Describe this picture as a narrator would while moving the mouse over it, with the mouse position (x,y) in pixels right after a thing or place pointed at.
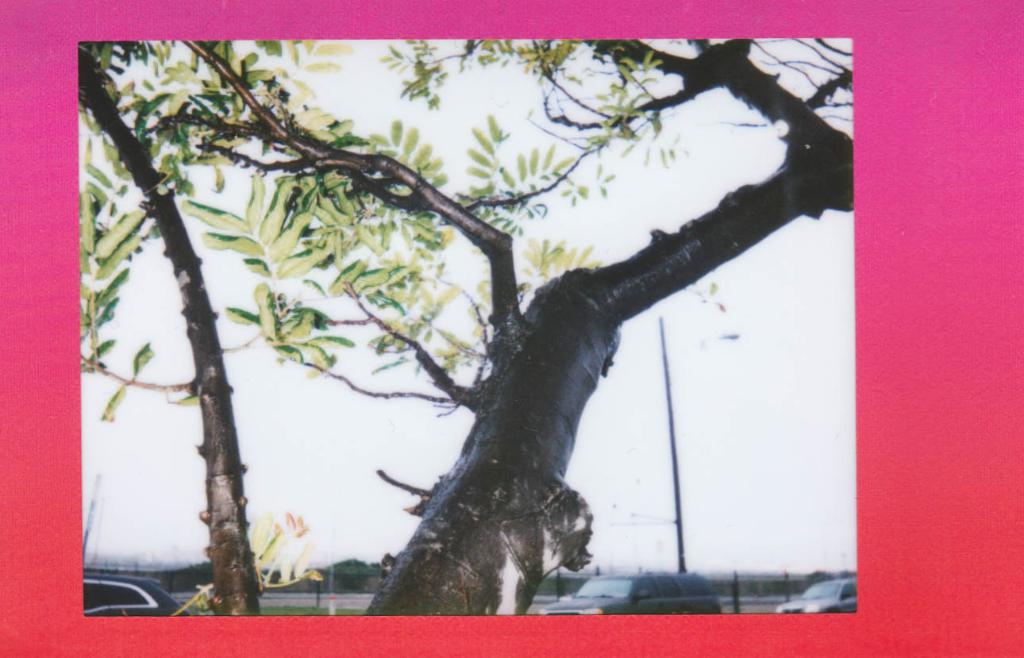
In this image I can see there is a tree (399,312) with green leaves (323,228), at the bottom (653,603) few cars (634,603) are moving on the road (725,610). At the top (702,195) it is the sky (702,195).
